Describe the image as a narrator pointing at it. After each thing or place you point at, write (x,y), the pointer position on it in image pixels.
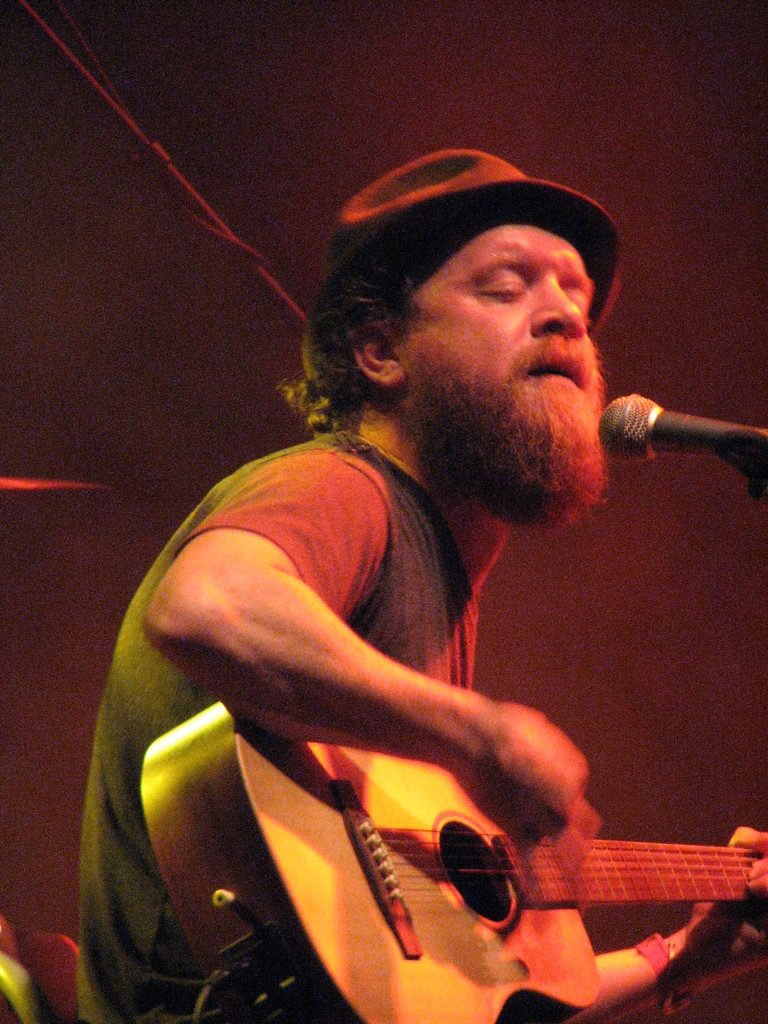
In the picture a man (341,490) is holding the guitar (271,818) and playing the guitar (512,873) and singing a song there is a mike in front of him he is wearing a hat (394,250), black color hat (465,213).
